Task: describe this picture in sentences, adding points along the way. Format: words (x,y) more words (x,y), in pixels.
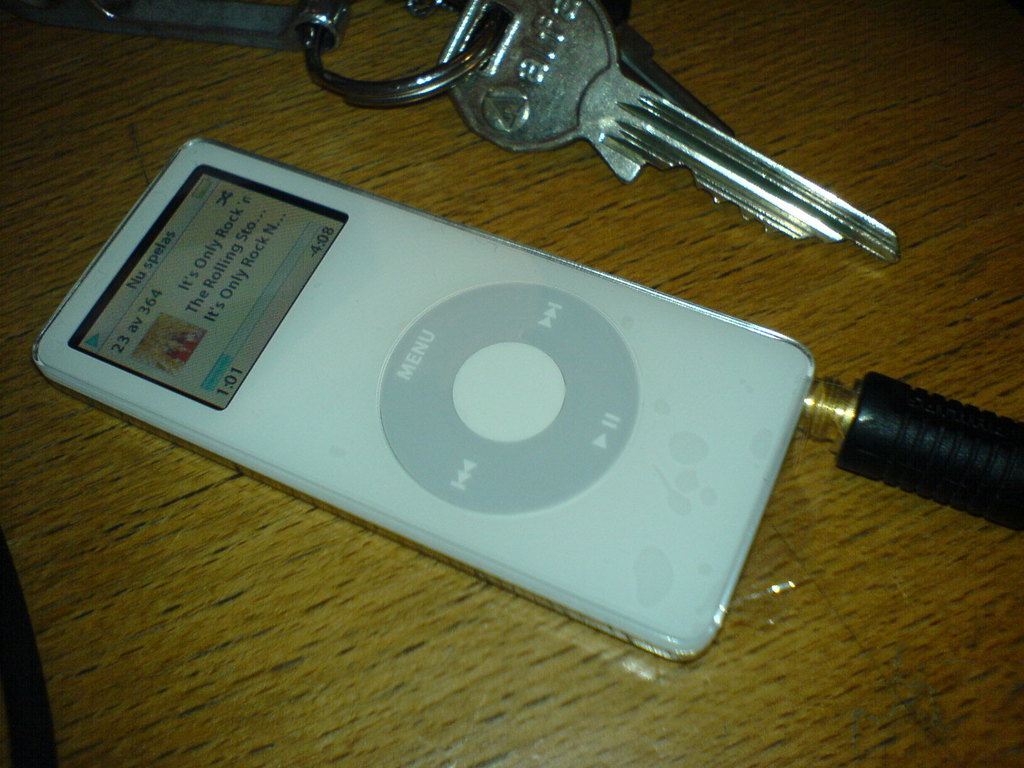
In this image we can see a device (614,404) with a screen (172,288) placed on the table (458,679). At the top of the image (545,87) we can see some keys (523,72).
